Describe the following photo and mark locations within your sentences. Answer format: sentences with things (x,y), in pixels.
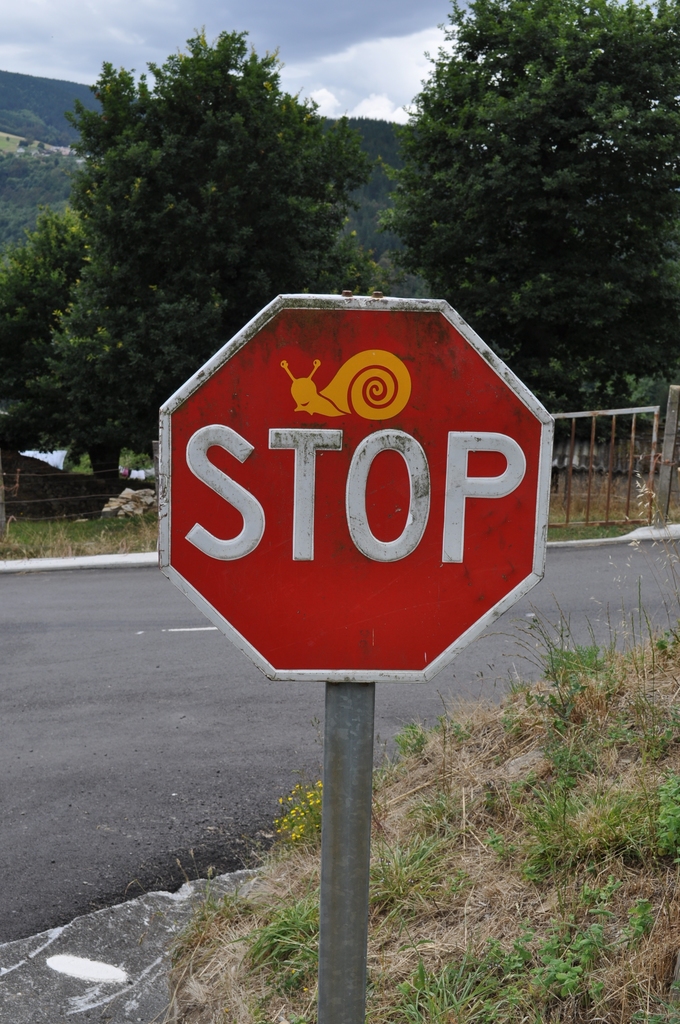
In this picture we can able to see a sign board (422,521) and there is a snail image (350,365) on it. On top of the image (344,24) we can see sky (357,20). We can see some mountains (45,135) and few trees (395,215).
